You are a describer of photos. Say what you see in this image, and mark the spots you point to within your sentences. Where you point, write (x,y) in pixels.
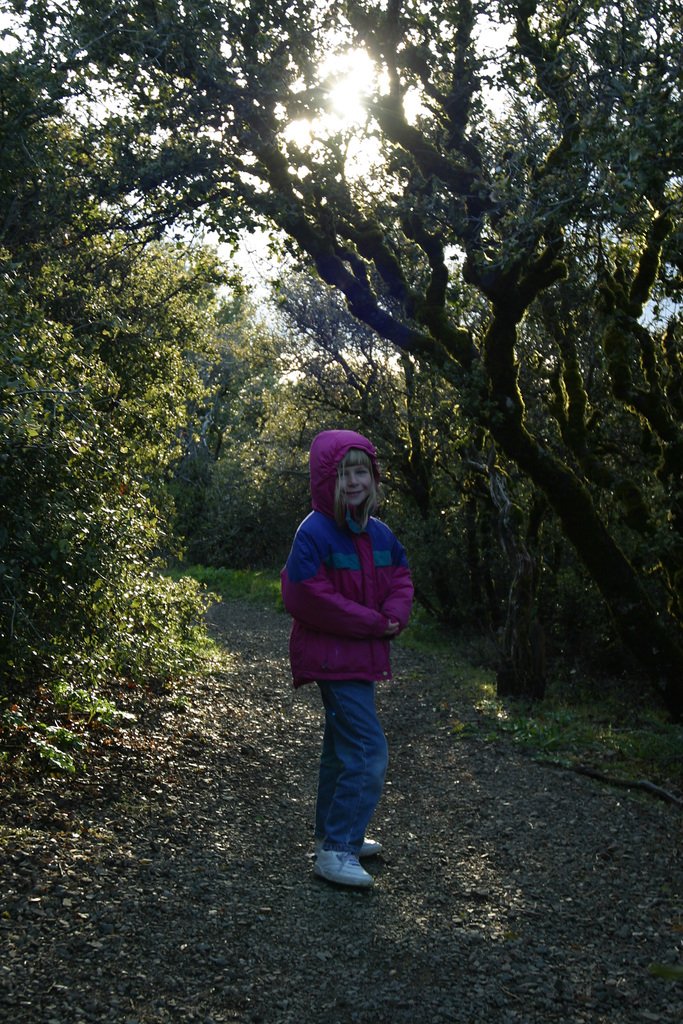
In this image I can see a kid (316,636) is standing, this kid (367,673) wore purple color coat (359,620), blue color trouser (379,790). There are trees (14,420) in this image.
